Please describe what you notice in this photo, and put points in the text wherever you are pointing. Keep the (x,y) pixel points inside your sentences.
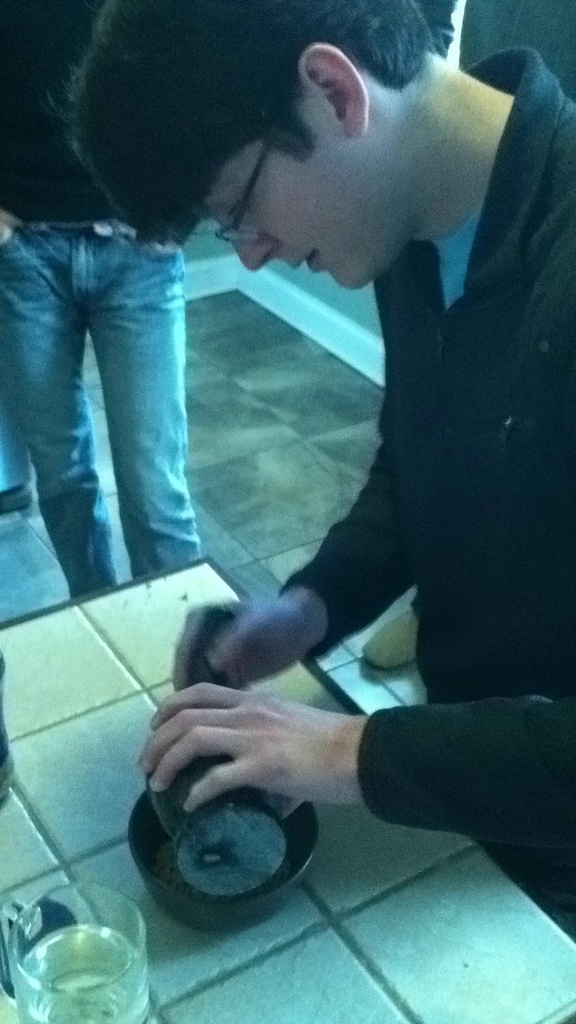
In this image we can see two persons (534,426), one of them is holding an object (204,766), there is a bowl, and a glass of drink (118,972) on the table (298,966), also we can see the wall (365,292).
